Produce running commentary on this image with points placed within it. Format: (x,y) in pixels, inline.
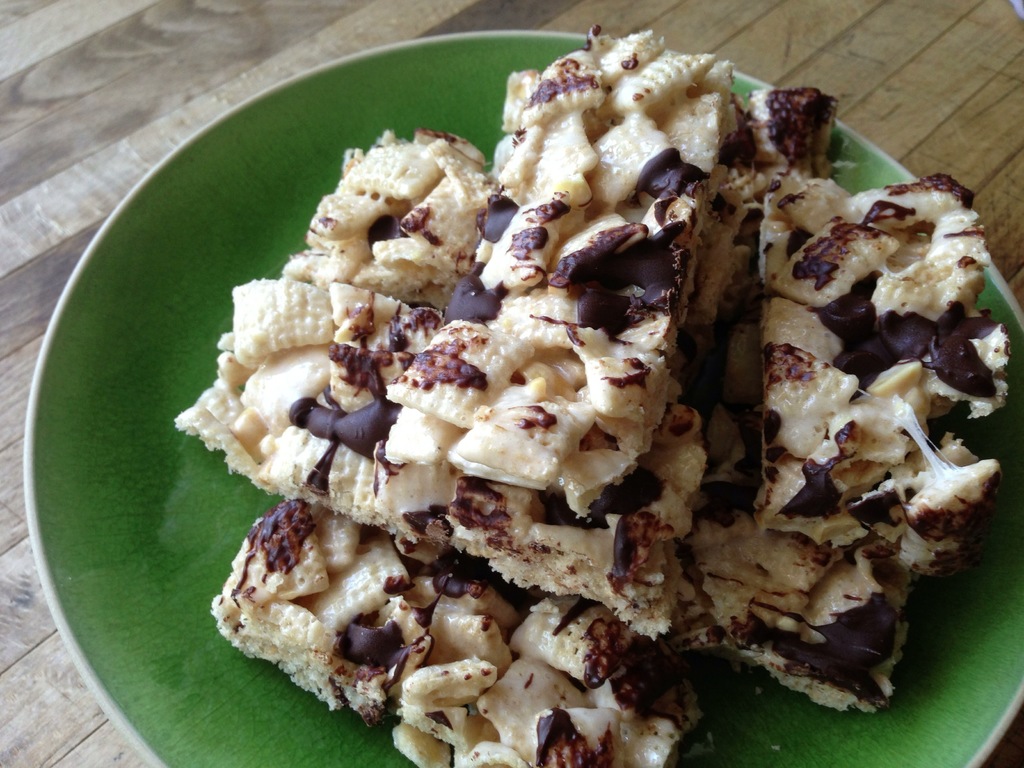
In this image there is a table (147,45), on that table (157,53) there is a plate (261,239), in that plate (290,191) there is a food item (551,317).
